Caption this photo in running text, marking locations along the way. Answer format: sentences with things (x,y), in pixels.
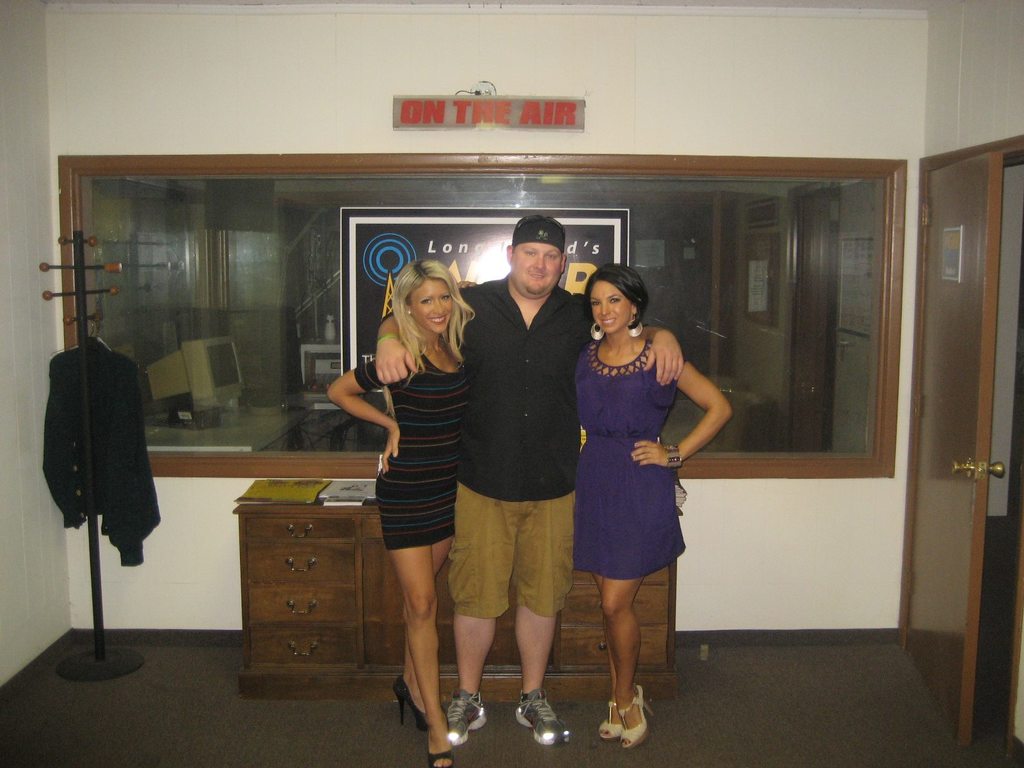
In this picture I can see three persons (621,446) standing, there is a cupboard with drawers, there is a cloth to a hanger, there are boards (414,242) and a door (967,311), and in the background (693,334) there is a transparent glass (167,326). Through the transparent glass (693,332), I can see some objects (322,353).
